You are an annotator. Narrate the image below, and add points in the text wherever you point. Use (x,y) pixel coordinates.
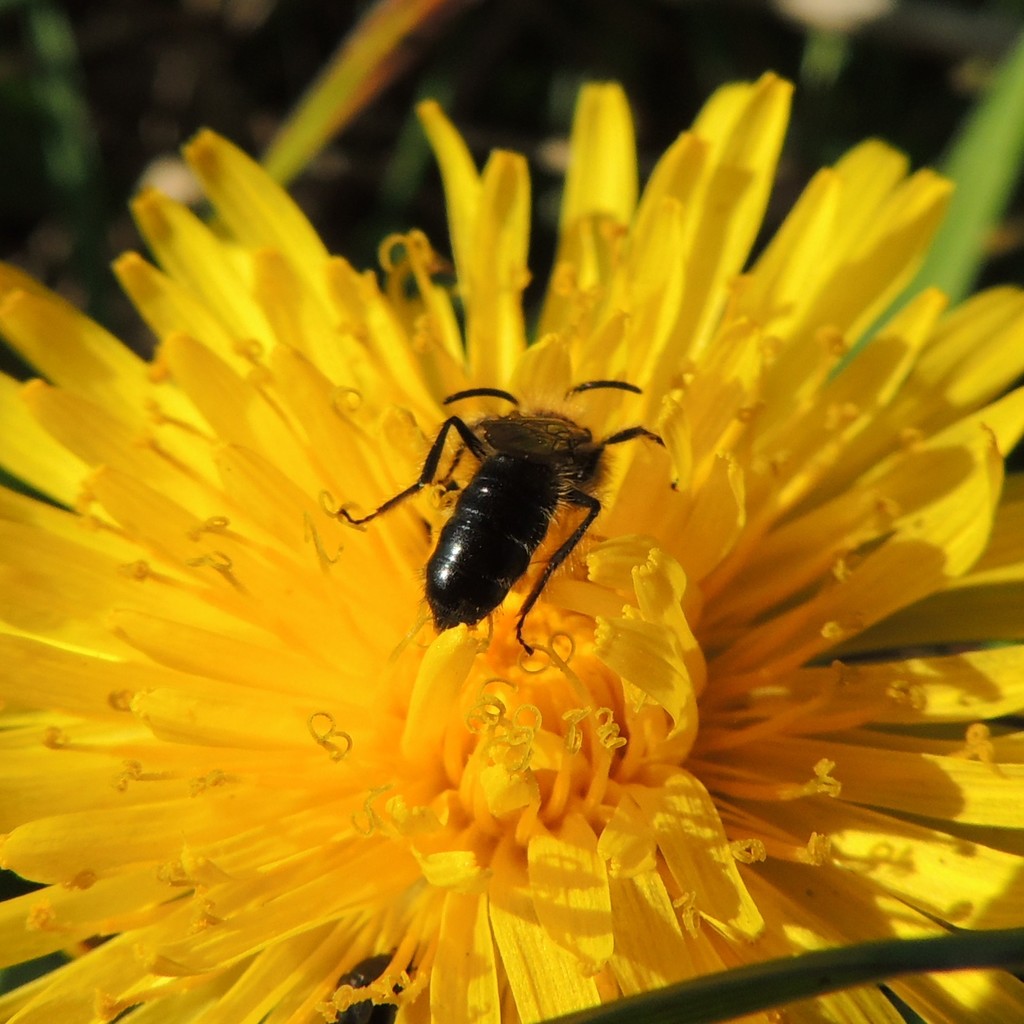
In the image we can see a flower (487,354), on the flower (556,354) there is a insect (622,389).
